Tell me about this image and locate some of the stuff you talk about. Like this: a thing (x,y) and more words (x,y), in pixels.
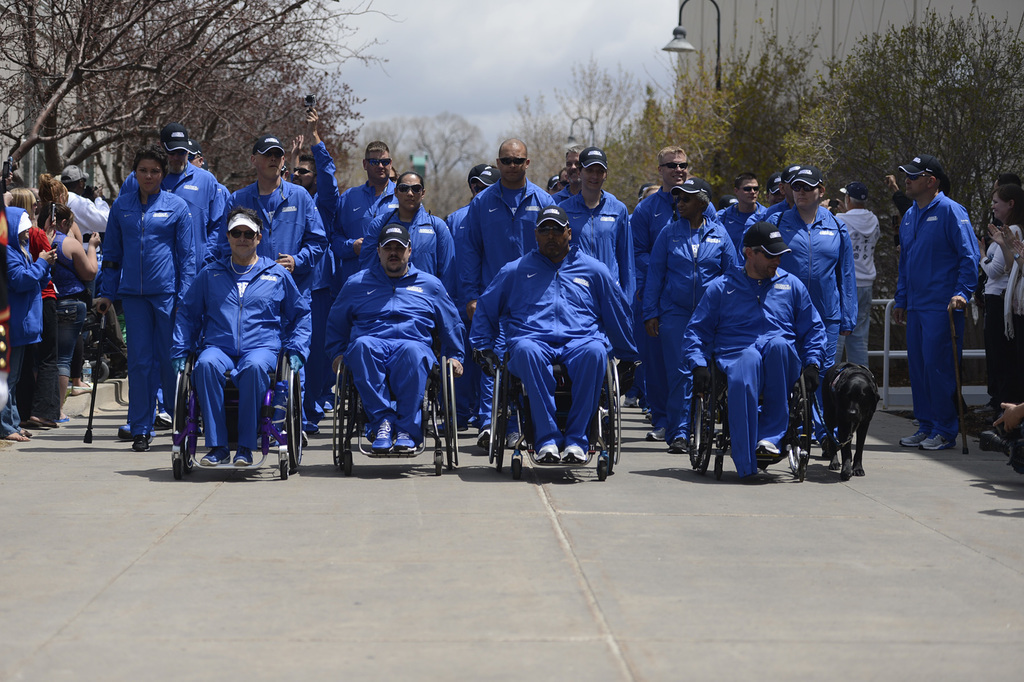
In this image in the center (662,341) there are some people (745,277) who are standing and some of them are sitting on a wheelchair (795,400), and on the right side (1007,329) and left side (24,281) there are some people (68,379) who are standing and there is one dog (861,386). In the background (691,89) there are some trees (235,119) and houses (61,152), at the bottom (427,568) there is a walkway (819,588).
